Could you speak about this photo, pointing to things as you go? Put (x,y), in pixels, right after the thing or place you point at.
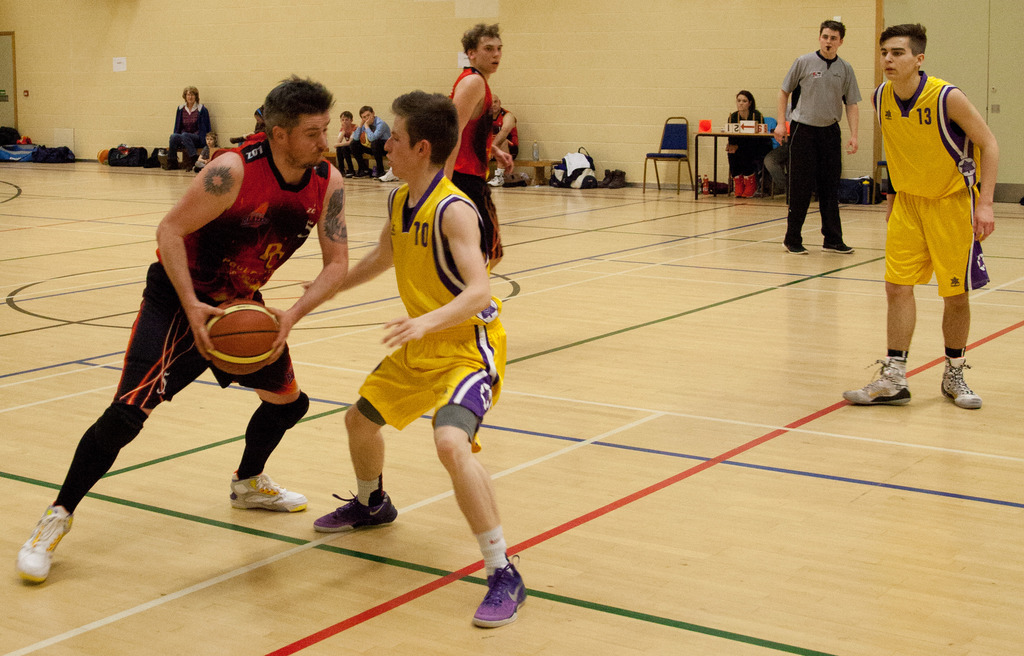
In this image there are players (964,268) playing basketball in the background (179,114) people (191,117) sitting a side and there is a wall (230,17).
